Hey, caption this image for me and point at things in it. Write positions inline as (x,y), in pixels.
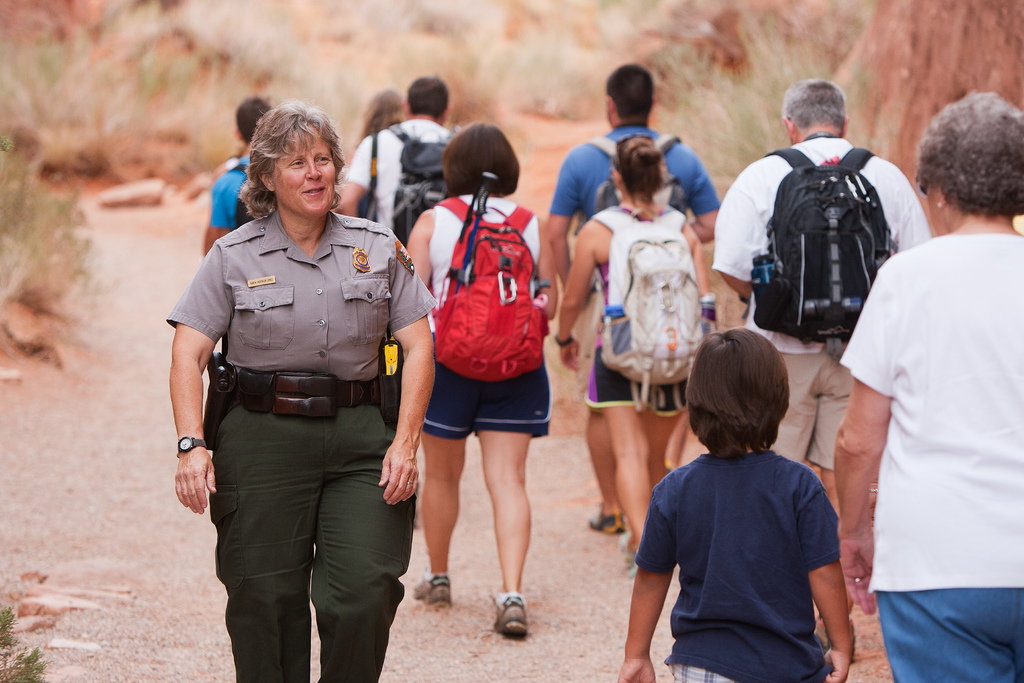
On the left side (327,248), there is a woman (324,186) in a uniform (303,327), walking on the road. On the right side (948,186), there are persons (980,531) in different color dresses (717,666) walking on the road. On both sides of this road (548,507), there are plants (801,53). In the background (814,19), there is grass (579,68) on the ground (761,7).
